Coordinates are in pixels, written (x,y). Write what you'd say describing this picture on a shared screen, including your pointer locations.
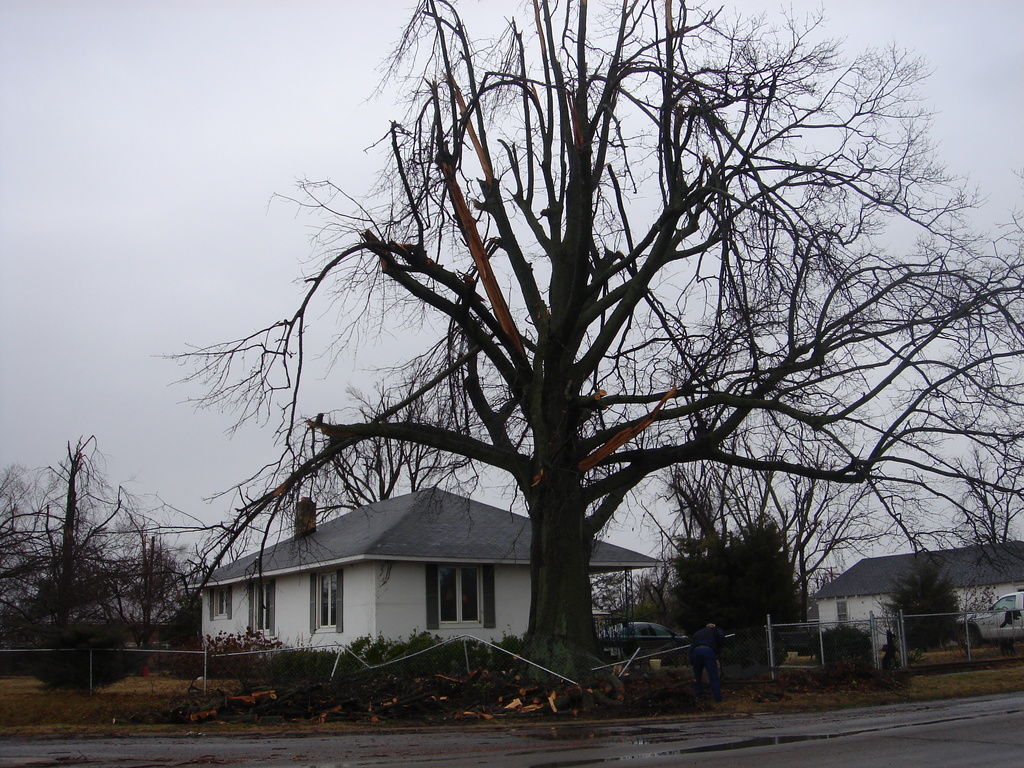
In this picture there are buildings (493,609) and trees (116,593) and there is a person (720,679) standing and holding the object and there are vehicles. At the top (153,256) there is sky (196,140). At the bottom (711,757) there is a road (711,757).
